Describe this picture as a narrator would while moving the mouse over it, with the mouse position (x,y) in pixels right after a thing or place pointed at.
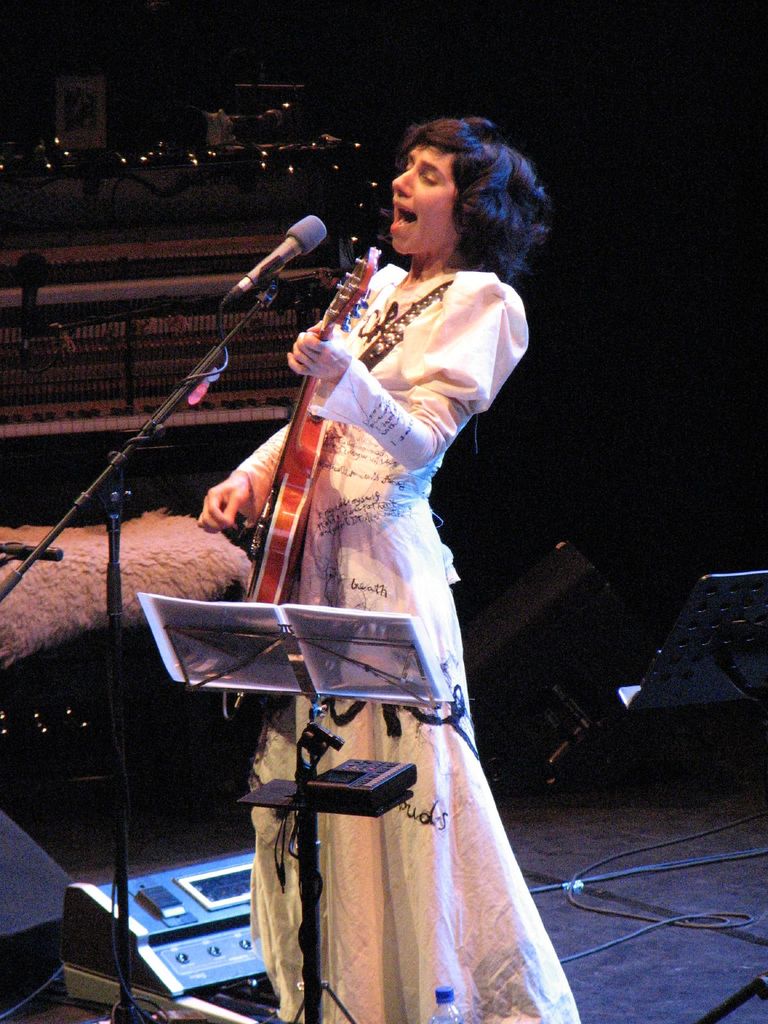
In this image we can see a lady (347,485) playing guitar (360,282), she is singing, in front of her there are mics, some papers (270,663) on the stand (347,659), there are electronic instruments (131,902), wires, also we can see the piano (210,284), and the background (690,365) is dark.
